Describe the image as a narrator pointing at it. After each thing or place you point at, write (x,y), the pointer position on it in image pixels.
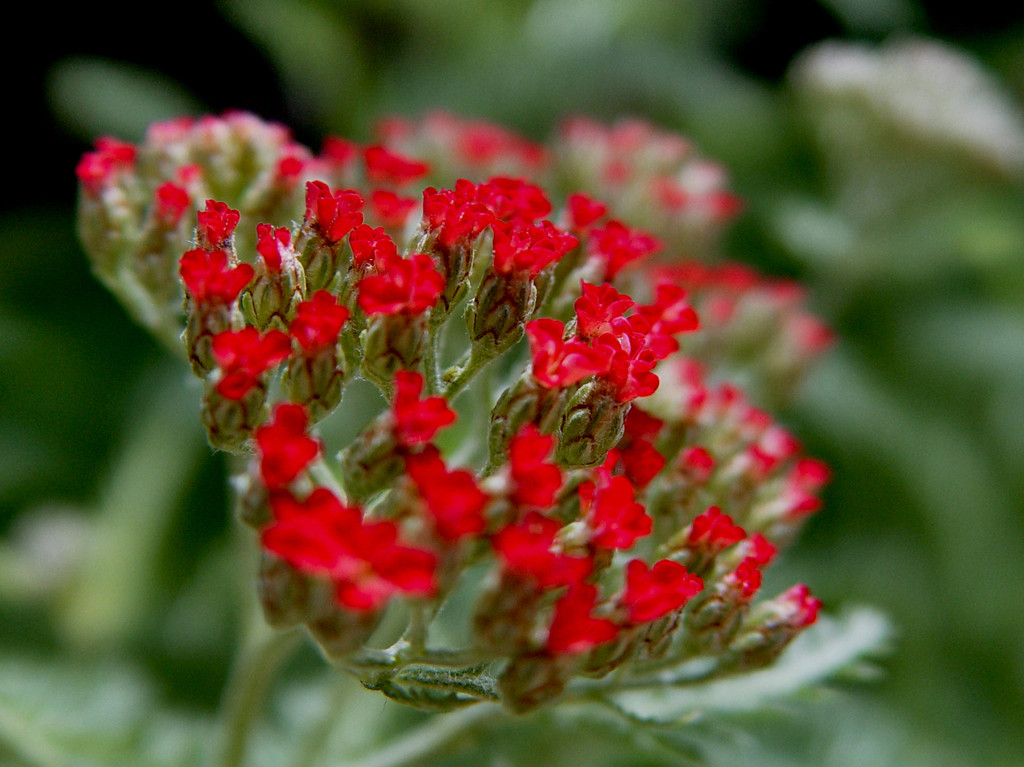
In this image, we can see plants (280,259) with flowers (581,204).
